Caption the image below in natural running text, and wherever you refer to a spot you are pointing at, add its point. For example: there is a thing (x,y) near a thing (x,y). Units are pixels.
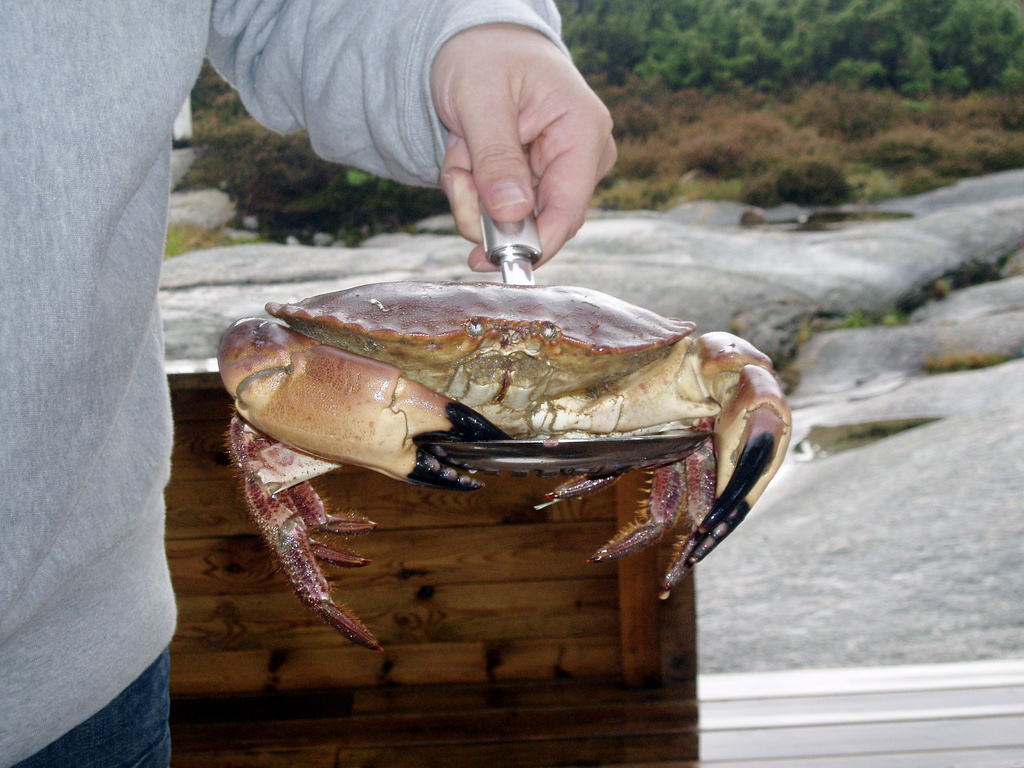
In this image, we can see a person (133,169) holding a crab (502,357). Behind the person (78,571), we can see a wooden object (662,582). We can also see some rocks (825,250), plants (795,104) and trees (824,56).
